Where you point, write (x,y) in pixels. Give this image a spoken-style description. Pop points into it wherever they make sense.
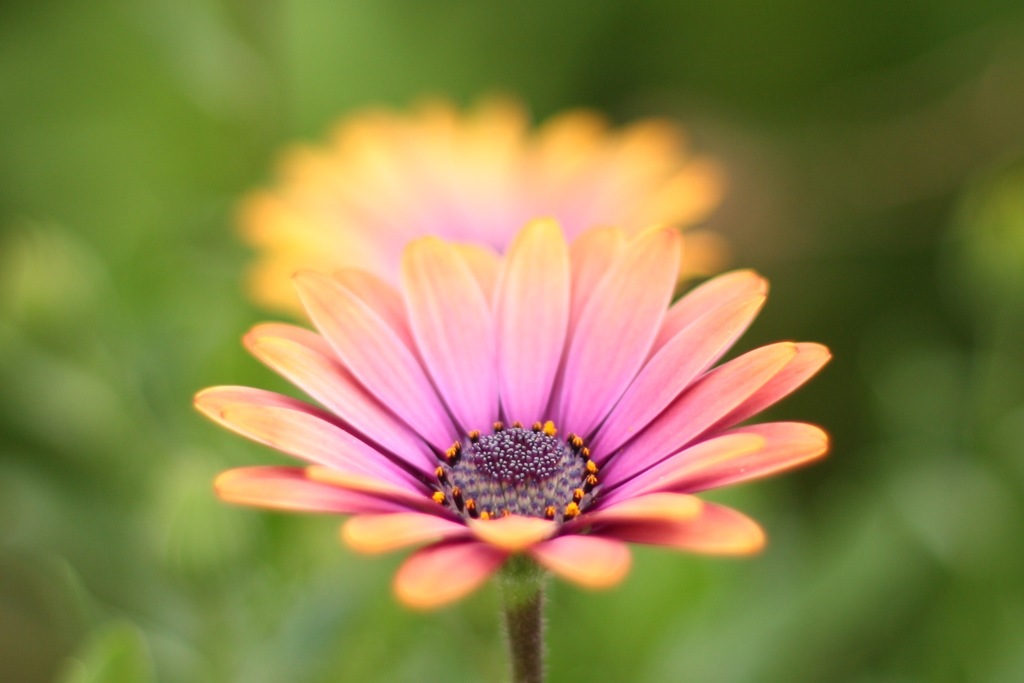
This picture shows couple of flowers (328,284). They are pink in color.
